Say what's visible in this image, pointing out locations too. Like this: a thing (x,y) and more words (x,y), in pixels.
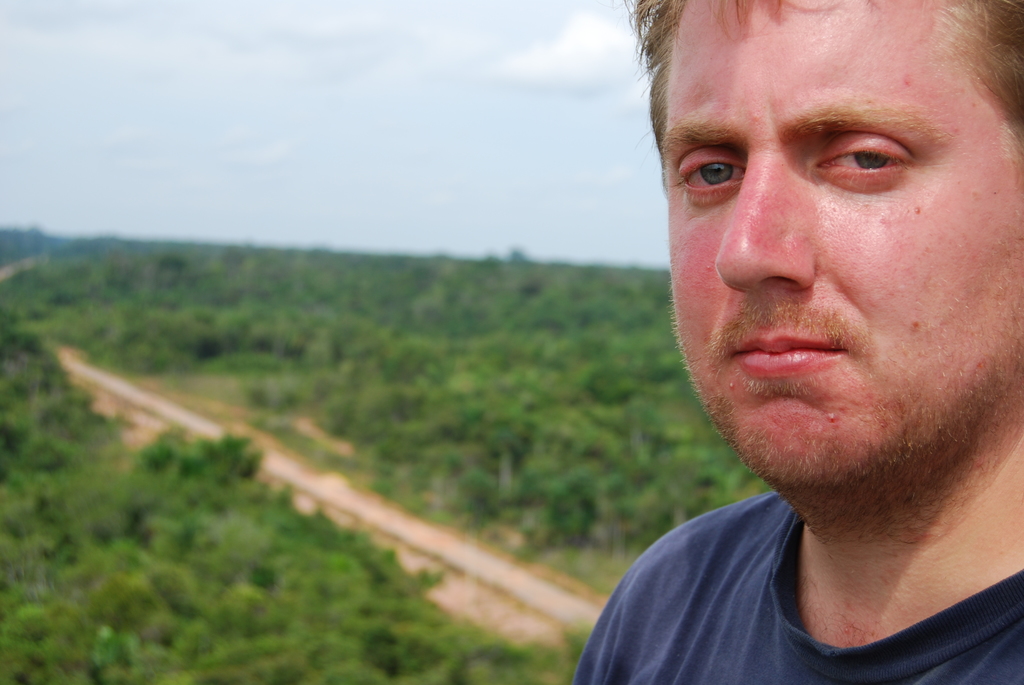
In this image we can see a man (828,355) wearing the t shirt (783,584). In the background (537,445) we can see the trees (586,376) and also the path (412,534). We can also see the sky (396,195).
